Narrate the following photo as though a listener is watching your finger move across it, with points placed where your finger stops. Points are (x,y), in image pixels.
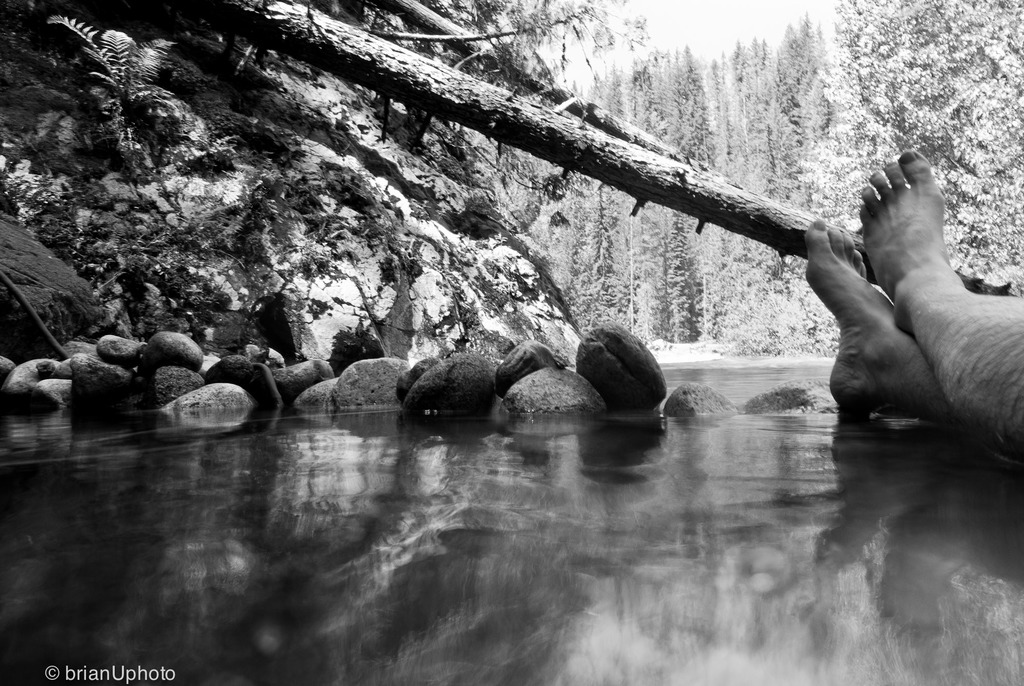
In the picture we can see the surface (257,612) with some stones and a part of the tree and beside it, we can see a person's legs (910,378) and in the background (850,34) we can see the trees (808,48).
